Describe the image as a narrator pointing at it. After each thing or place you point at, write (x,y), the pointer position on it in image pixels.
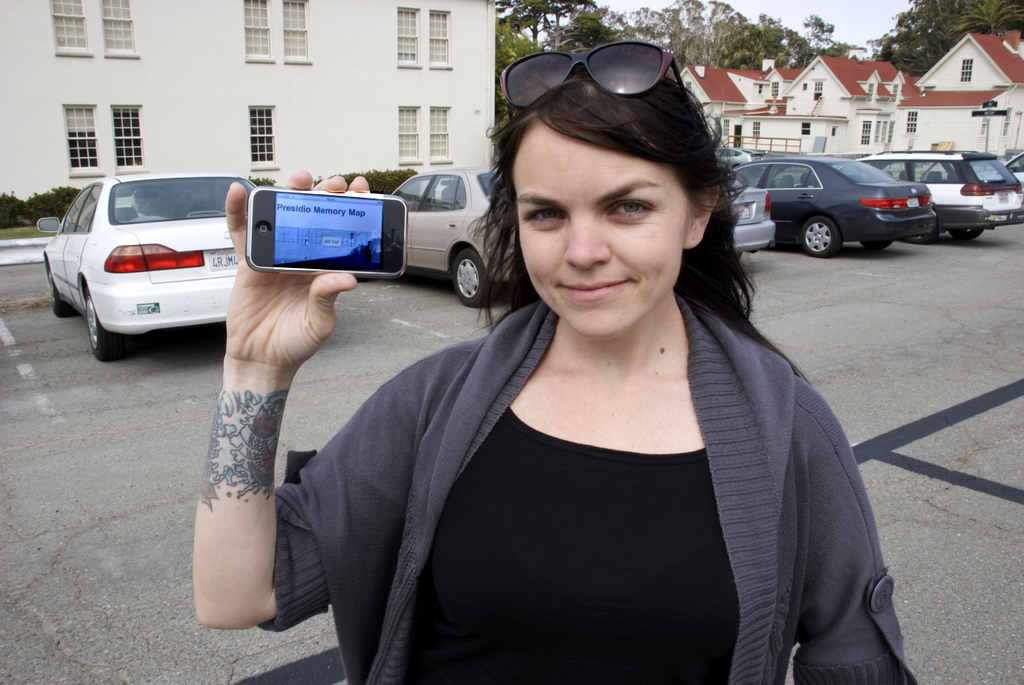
This woman (654,351) wore jacket (751,439), goggles (596,49) and holding a mobile (328,232). This is a white building (372,42) with windows (298,33). Far there are number of trees (973,16). This is a house (964,98) with red roof top (852,71). There are number of vehicles (195,266) on road (105,449). These are plants (49,205).
